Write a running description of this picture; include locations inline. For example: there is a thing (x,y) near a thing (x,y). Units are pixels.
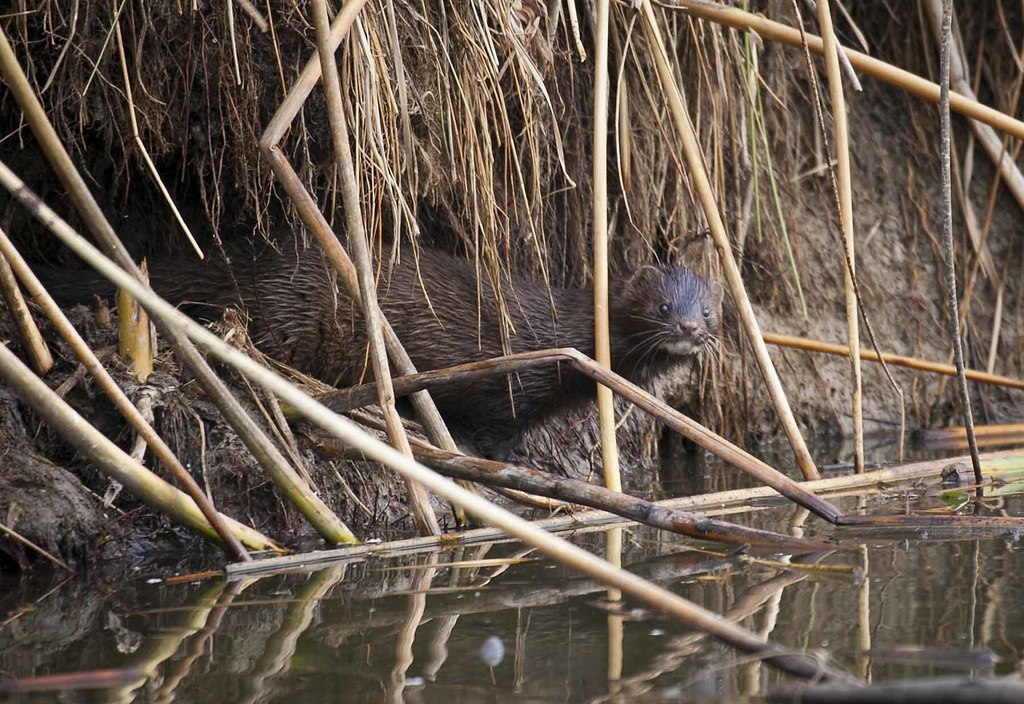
In this picture I can see a mink (565,318) in the middle (545,302), at the bottom (549,597) there is the water (798,619), at the top (960,201) those look the stems (740,291) of the plants (648,144).
